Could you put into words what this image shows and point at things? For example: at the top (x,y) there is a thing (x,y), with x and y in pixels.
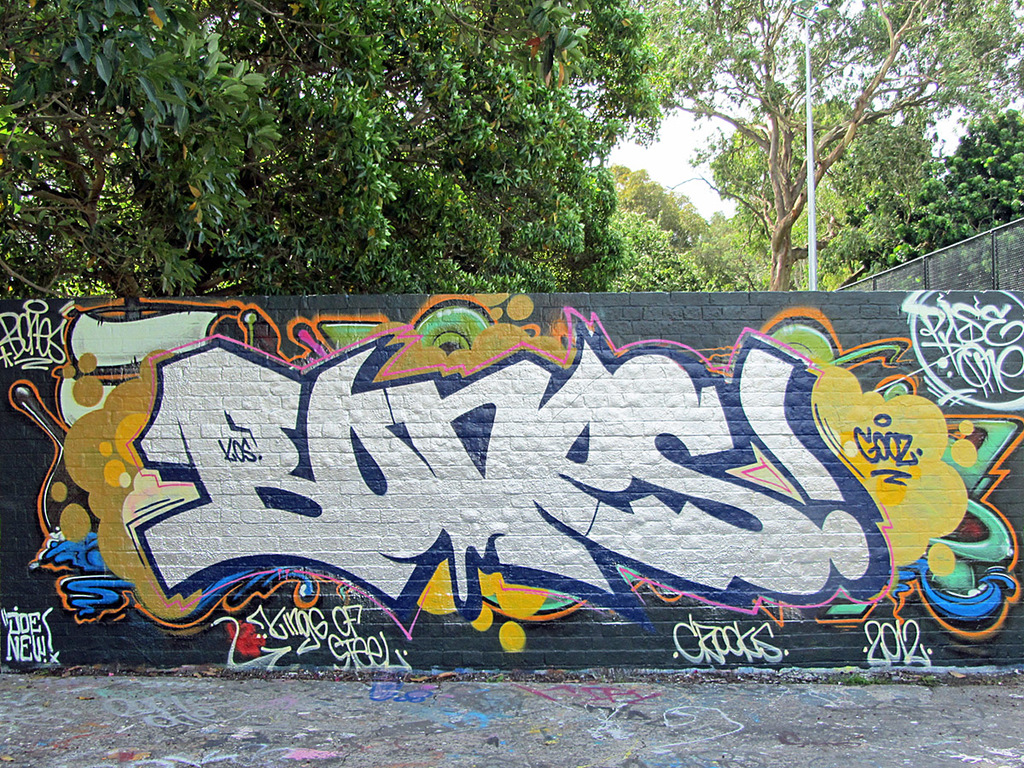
In the background (690,103) we can see the sky (688,136), trees (994,149). On the right side of the picture (889,274) we can see the fence (927,265). This picture is mainly highlighted with painting (723,508) on the wall (801,546). At the bottom portion of the picture (658,727) we can see the floor (457,729).
